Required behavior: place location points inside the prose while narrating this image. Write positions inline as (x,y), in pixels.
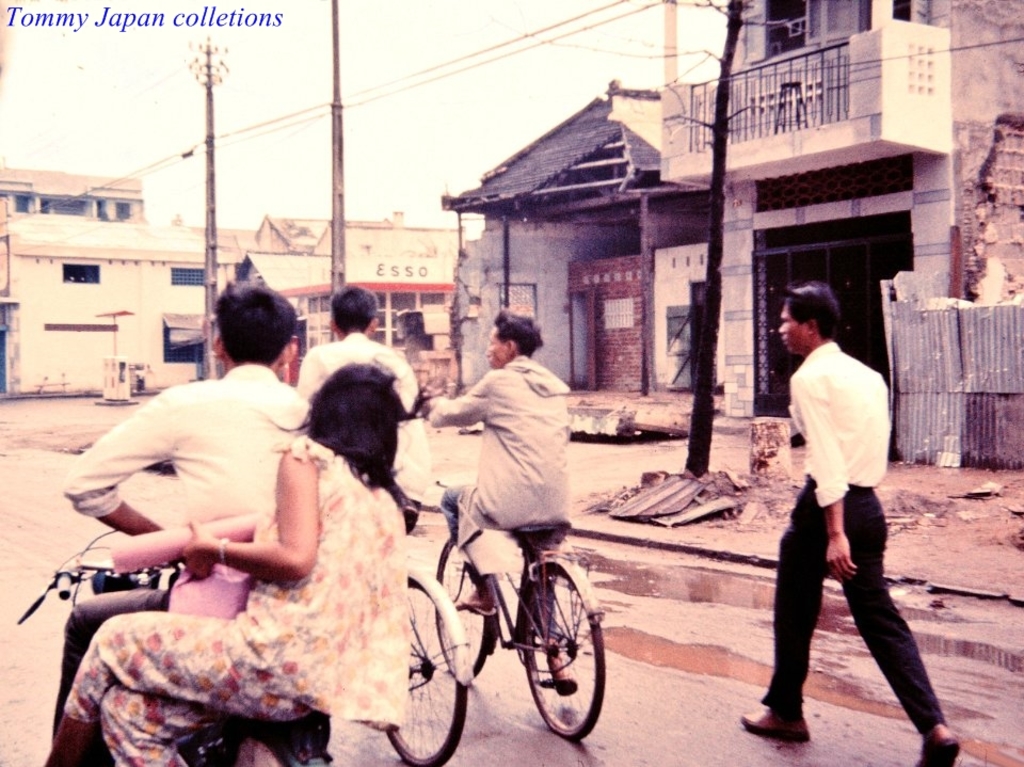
In the image we can see five persons (340,413), in the center (454,408) the four persons (232,443) were on the bicycle (470,551). And on the right side (853,436) one man (834,443) he is walking on the road (42,492). And coming to the background (58,303) there is a building (108,296) in white color.
